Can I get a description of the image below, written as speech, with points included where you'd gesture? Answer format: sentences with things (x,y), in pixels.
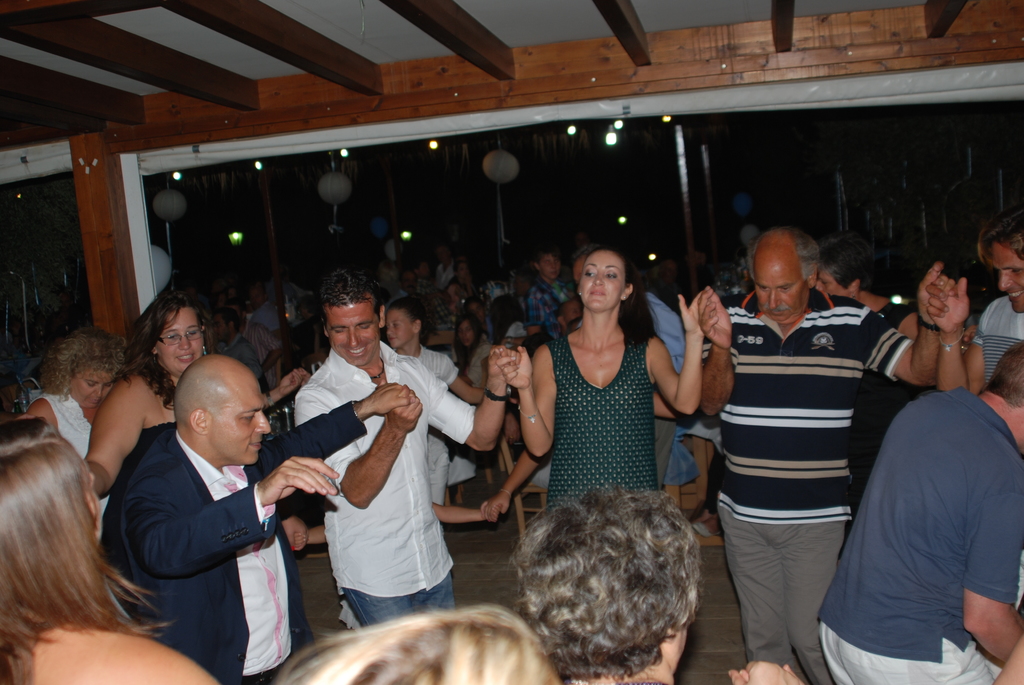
In the foreground of a picture we can see a group of people (544,396) dancing. In the middle of the picture (407,316) there are people (563,293). In the background (166,192) there are lights (571,132), paper lanterns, poles (678,175) and other objects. At the top (450,48) it is roof (243,66).
